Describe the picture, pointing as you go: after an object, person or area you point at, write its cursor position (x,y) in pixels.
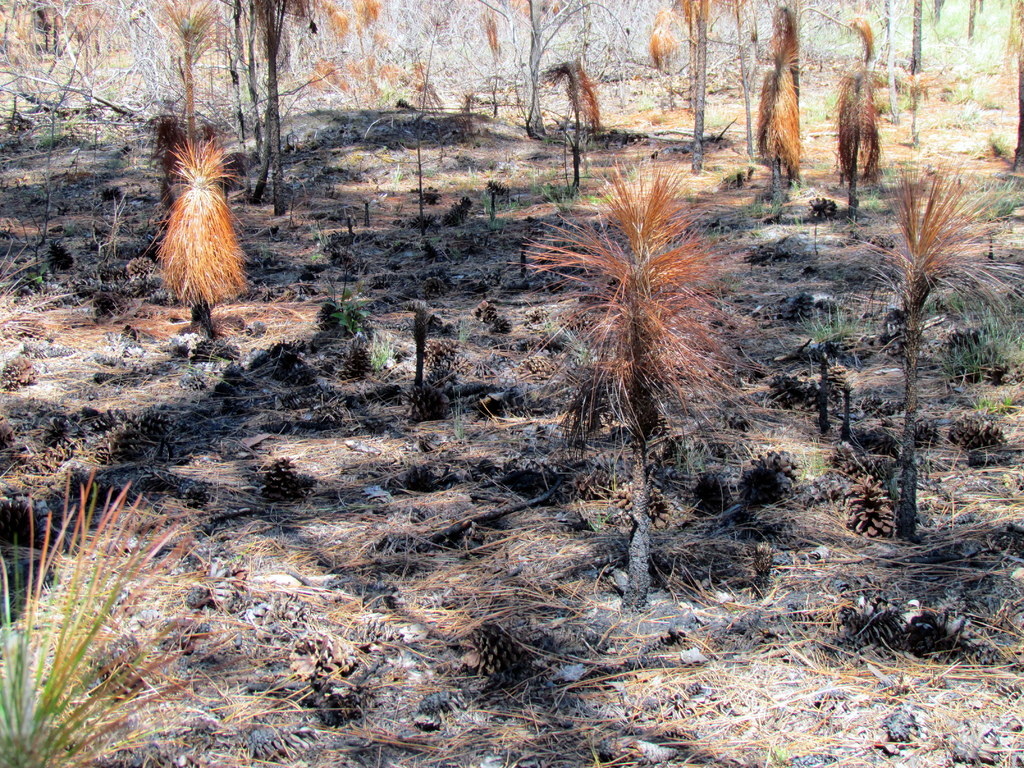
In this picture we can see some plants (15,736) are on the land (60,202).
